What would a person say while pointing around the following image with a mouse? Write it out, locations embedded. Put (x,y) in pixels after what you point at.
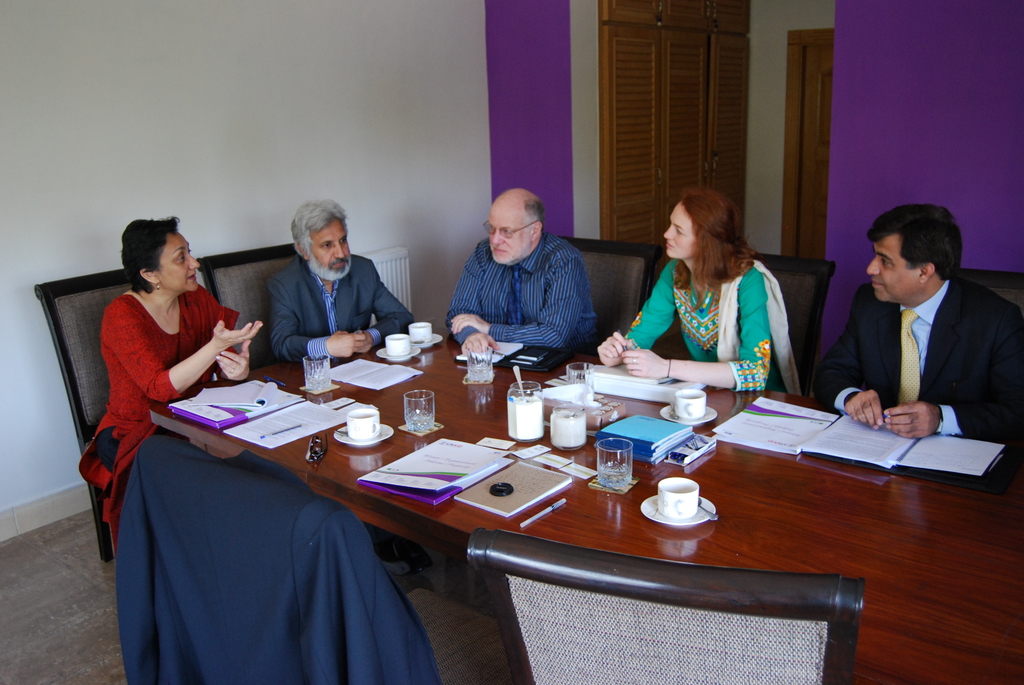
There group of people (717,319) sitting in chairs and there is a table (586,459) in front of them and the table (452,352) consists of cup (427,332), glass (414,395), book (637,442), pen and the background wall (369,195) is white and violet in color.
